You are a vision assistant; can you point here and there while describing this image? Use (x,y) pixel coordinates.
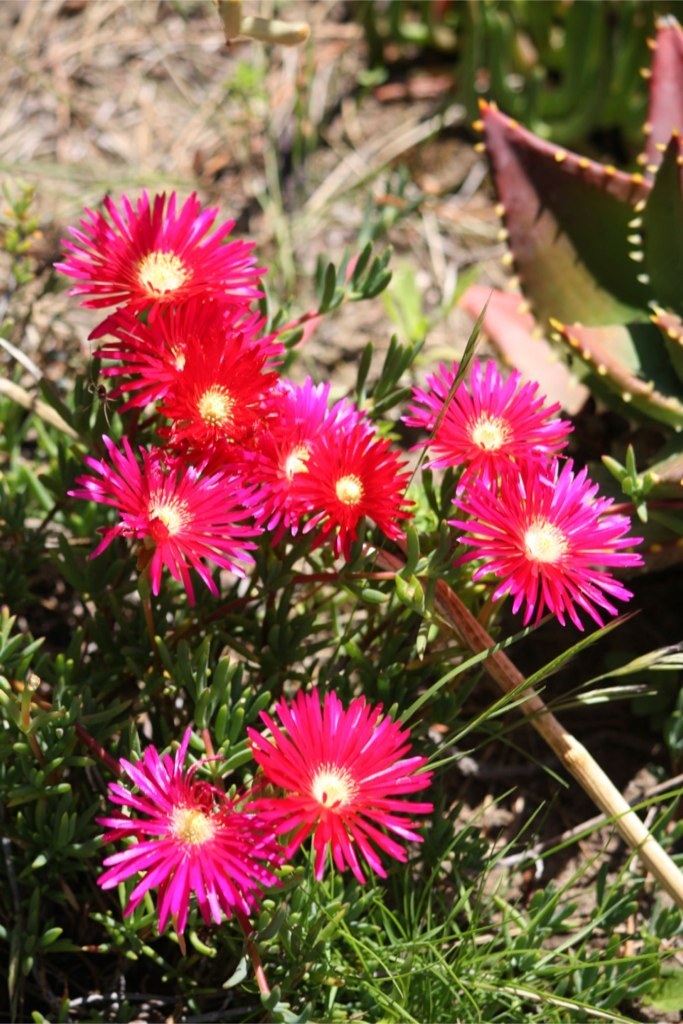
In this image we can see the bunch of flowers (326,722) to a plant (345,720). We can also see a stick (600,782).
